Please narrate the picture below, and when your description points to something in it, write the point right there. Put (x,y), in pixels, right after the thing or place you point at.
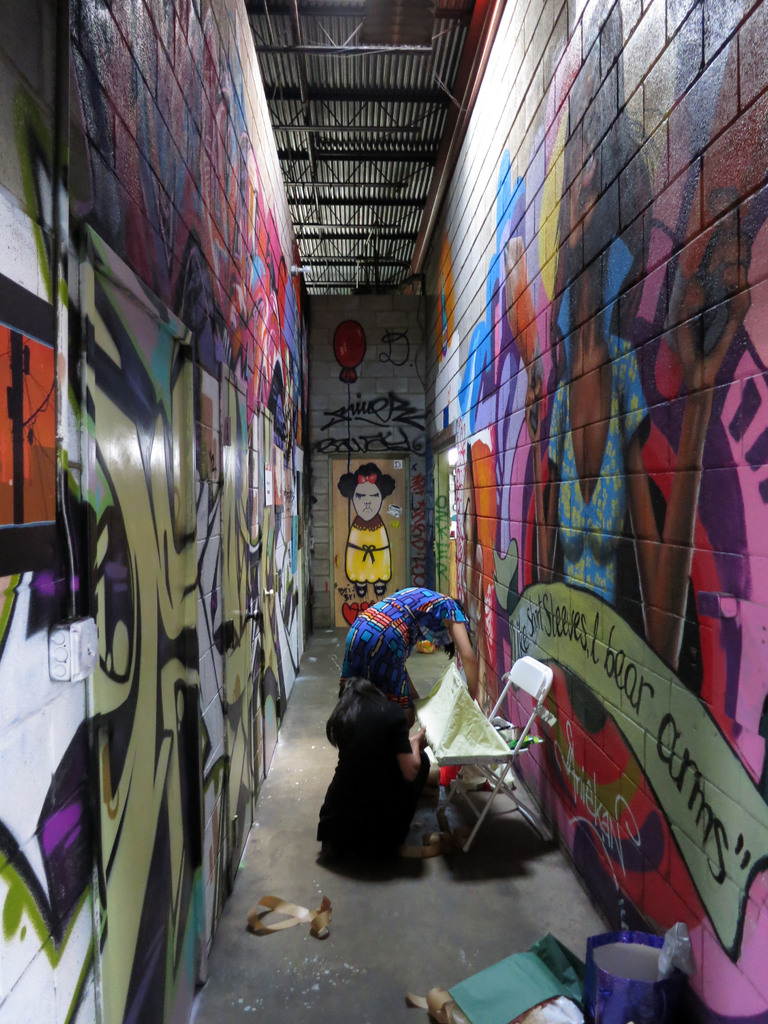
On the left (118,156) there is a wall (15,147) with graffiti (149,560). On the right (675,520) there is a wall (715,719) with graffiti (603,771). In the center of the picture (404,624) there are people (368,744), chair (491,742), bucket (606,976) and other objects (456,695). In the center of the background (366,530) there is a door (351,500) and wall (324,385). At the top (387,108) it is ceiling (384,86).
